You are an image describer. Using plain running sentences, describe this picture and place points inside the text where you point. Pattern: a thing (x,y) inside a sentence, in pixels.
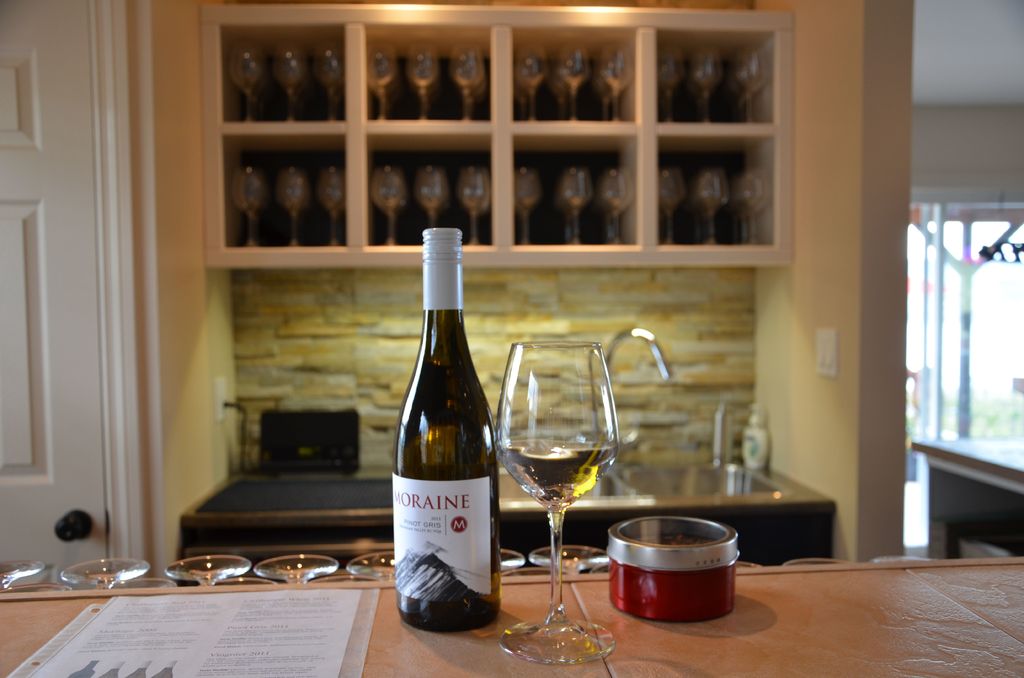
In this picture we can see a bottle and a glass (505,645) on the table (800,638). Here we can see some glasses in the rack (772,258). This is door (71,102) and there is a wall (874,360).
